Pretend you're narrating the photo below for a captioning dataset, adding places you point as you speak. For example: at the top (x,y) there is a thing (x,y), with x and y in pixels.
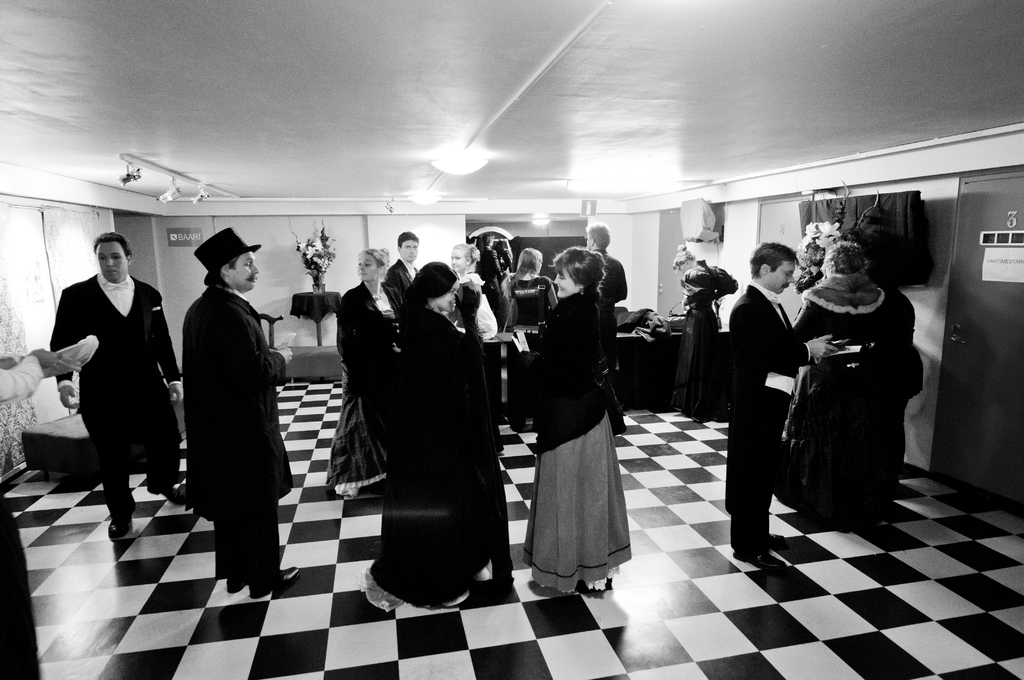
This is the picture of a room (899,346). In this image there are group of people (586,564) standing. At the back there are objects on the table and there is a flower vase (318,259) on the table (319,345) and there is a chair (315,360) and there is a board (191,232) on the wall (163,233) and there is text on the board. On the right side of the image (984,268) there is a poster (984,268) on the door (1012,293) and there is text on the poster (987,277) and there it looks like a screen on the wall (945,236). At the top (564,41) there are lights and there are pipes (568,41). At the bottom (720,563) there is a floor (731,551). On the left side of the image (69,259) where it looks like a curtain (58,266).
